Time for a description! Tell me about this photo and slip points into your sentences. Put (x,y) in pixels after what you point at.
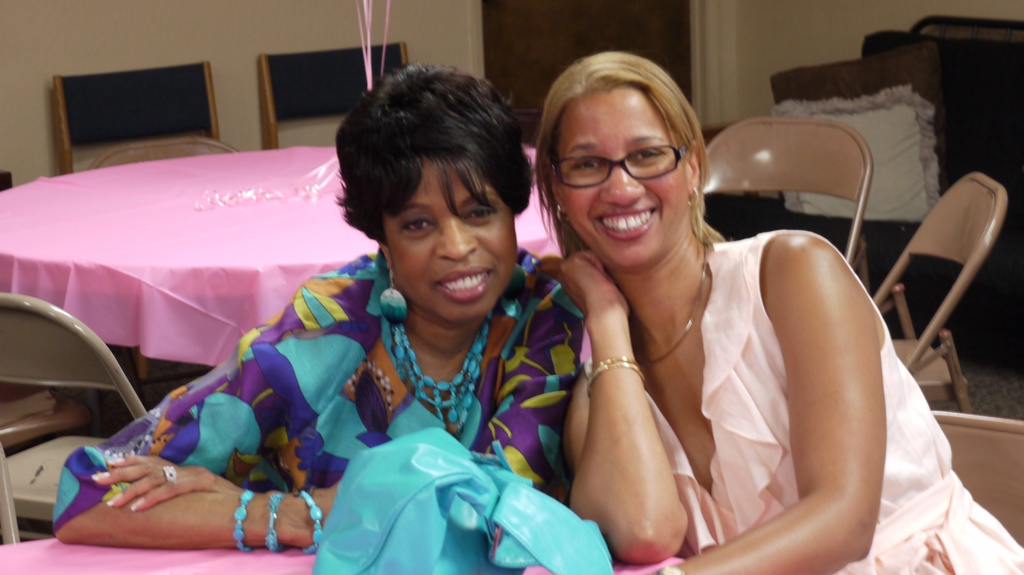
In this picture we can see two woman (579,371) are smiling where this woman (655,152) wore spectacle (602,179) and at back of them we can see table cloth (133,270) on it, chairs (92,365), wall (773,12), pillows (869,99).
